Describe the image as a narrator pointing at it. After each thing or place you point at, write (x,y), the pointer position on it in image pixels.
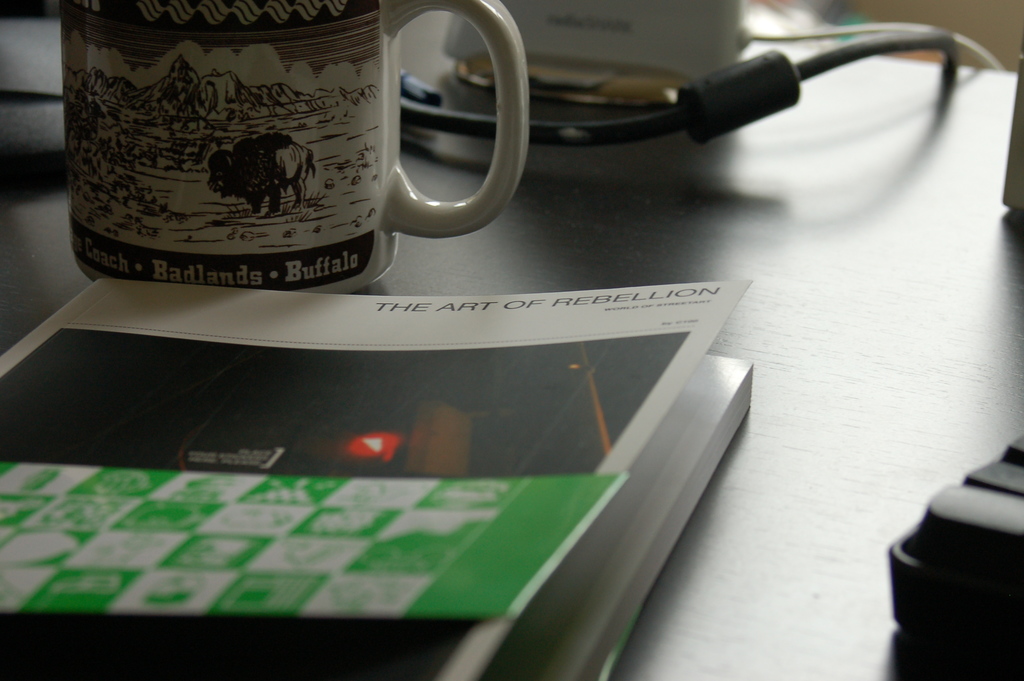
In this image I can see the black surface (836,153) on which there is book (236,466) and I see words (501,306) written over here and I see a cup (236,141) which is of white and black in color and I see an art (200,145) on it and I see few words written over here too and I see the black wire (650,126) and I see other few things (589,47).
